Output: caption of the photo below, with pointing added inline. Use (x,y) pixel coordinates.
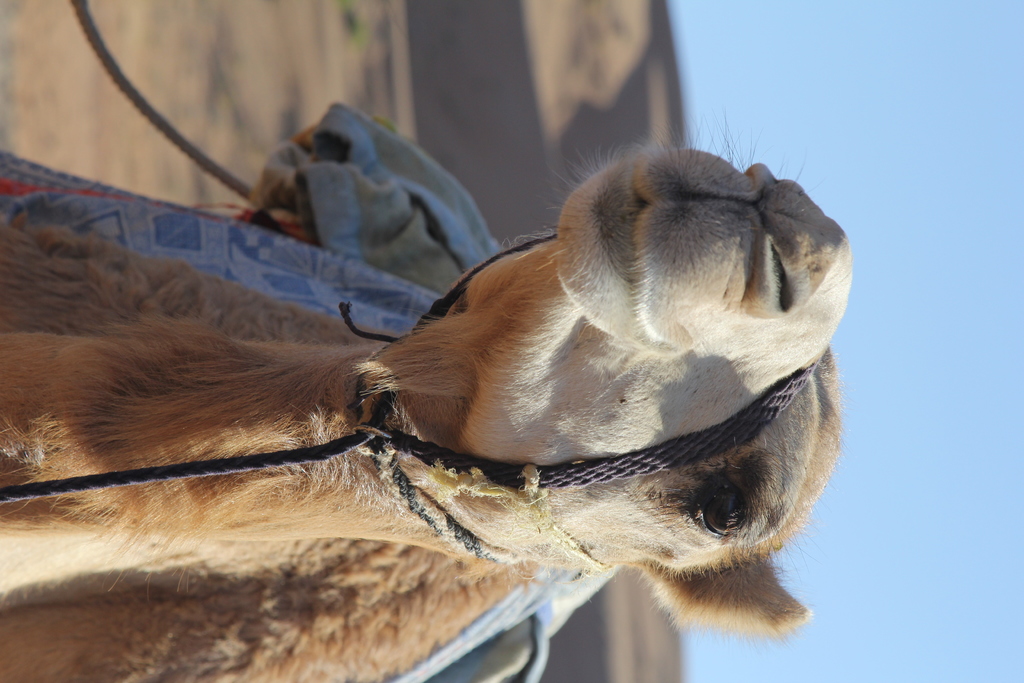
In this image I can see a camel (443,396) which has ropes (480,469) and other objects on it. In the background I can see the sky (785,116). The background of the image (523,161) is blurred.
